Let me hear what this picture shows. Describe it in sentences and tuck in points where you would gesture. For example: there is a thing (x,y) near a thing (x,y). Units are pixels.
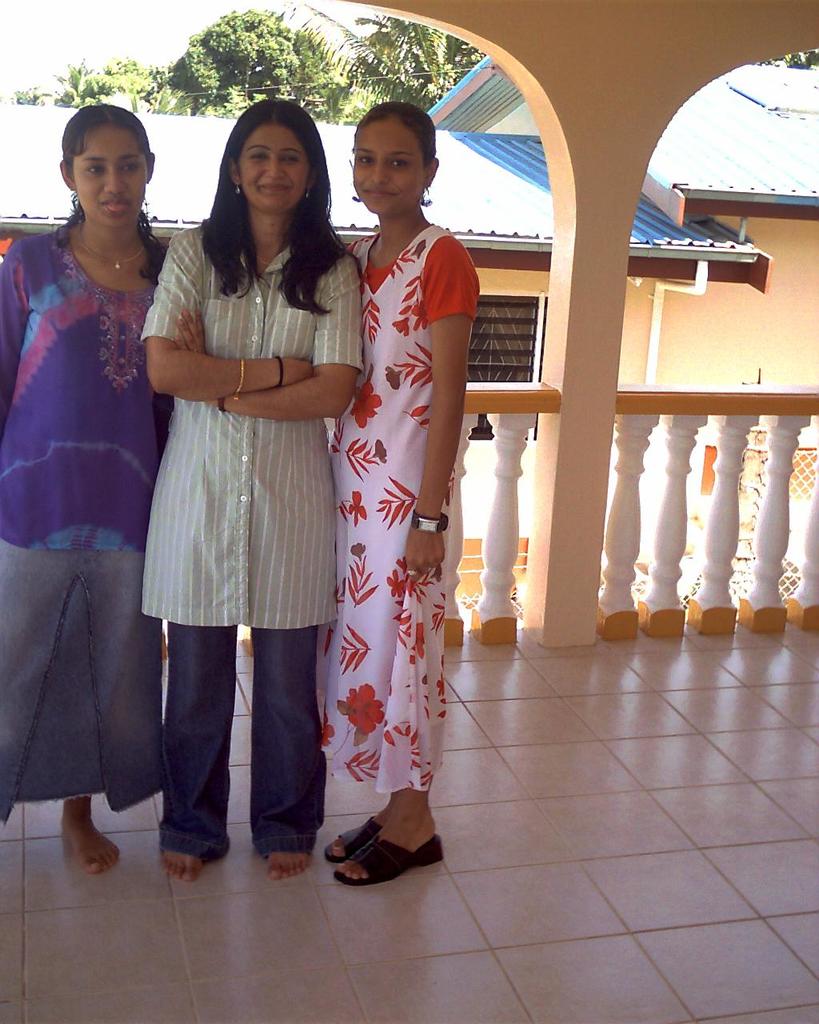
In this image we can see three women (126,344) wearing dress (322,566) are standing on the floor (317,867). In the background (504,539), we can see a fence (502,530), building (553,219), group of trees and the sky (93,41).
